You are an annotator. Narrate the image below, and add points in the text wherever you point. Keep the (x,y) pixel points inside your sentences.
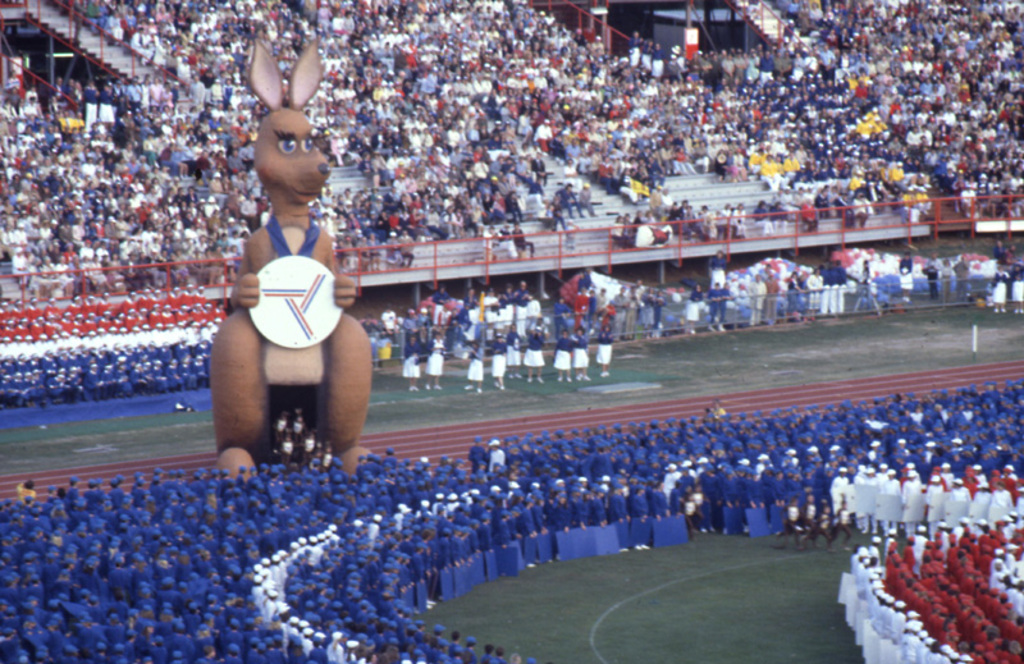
In this picture, it looks like a kangaroo sculpture (276,300) in the stadium (539,245). In the stadium (235,332), some people (317,537) are standing, some people (490,184) are sitting and there are iron grilles (831,231) and some objects (892,289).
